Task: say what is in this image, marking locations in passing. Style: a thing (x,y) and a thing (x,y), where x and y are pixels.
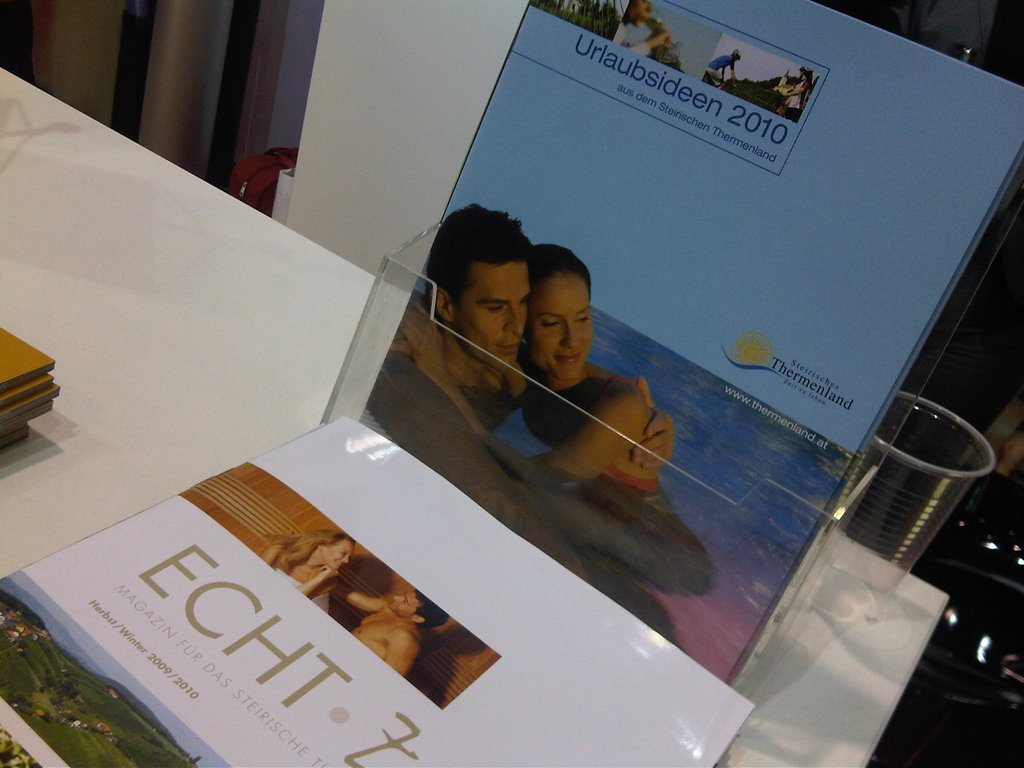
In this image there are books (319,523) and some glass box (468,385), and in the box (537,410) there is a book (746,378). And on the book (638,395) there is an image (543,335) of two people (580,339) and water (661,366) and some text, and there is a glass (902,527). At the bottom (787,622) there is a table (857,640), and in the background (369,129) there is a wall (369,129) and some objects (962,51).
